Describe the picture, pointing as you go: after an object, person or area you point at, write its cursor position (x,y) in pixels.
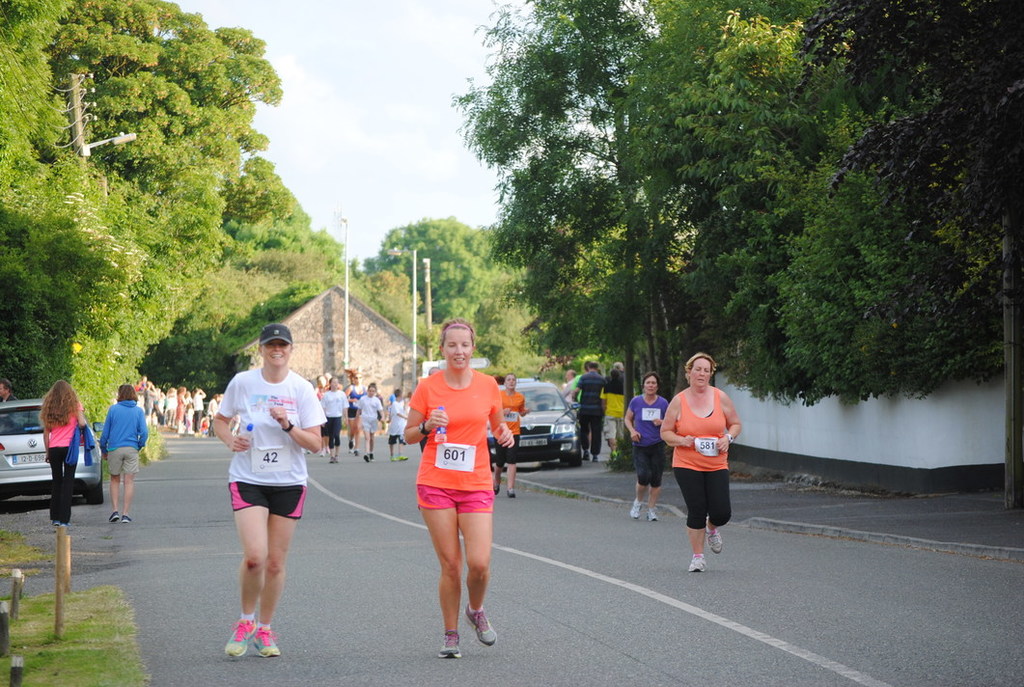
In this picture we can see a few people (246,533) are running and some people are walking on the road (80,524). There are a few people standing on the road (33,506). We can see the poles (14,678) on the grass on the left side (7,663). There are vehicles (19,464) and trees (21,372) visible on the right (734,364) and left side of the image (53,214). We can see a pole (81,89) on the left side (84,152). There is a house (344,295) visible in the background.
